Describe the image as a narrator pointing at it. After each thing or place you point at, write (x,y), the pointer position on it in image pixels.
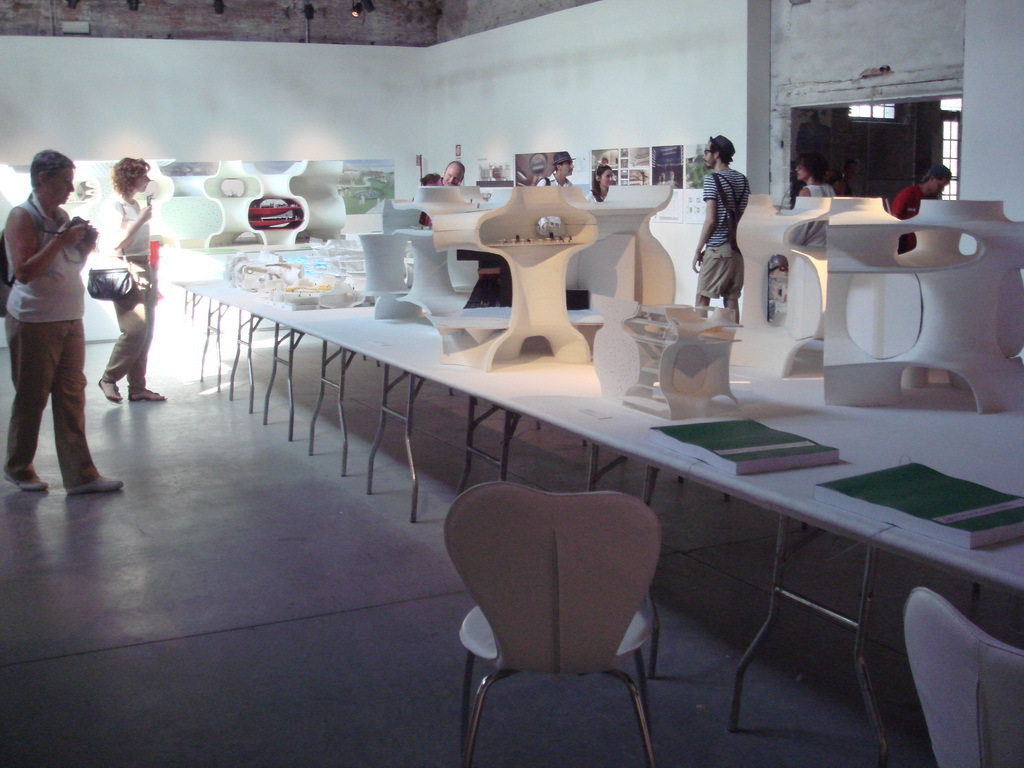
This is an exhibition hall (559,260), there are group of persons (428,214) in this exhibition hall (315,218) at the left side of the image (74,249) there are two women (8,298) one is carrying a backpack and holding a object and the other woman (114,376) is carrying a hand bag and at the right side of the image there is a man (929,175) wearing red color T-shirt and at the middle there is a man (736,179) who is wearing a T-shirt (738,196) and a cap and there is a chair (457,555) at the bottom of the image (629,607) and at the right side of the image (864,484) there is a book (870,497).
